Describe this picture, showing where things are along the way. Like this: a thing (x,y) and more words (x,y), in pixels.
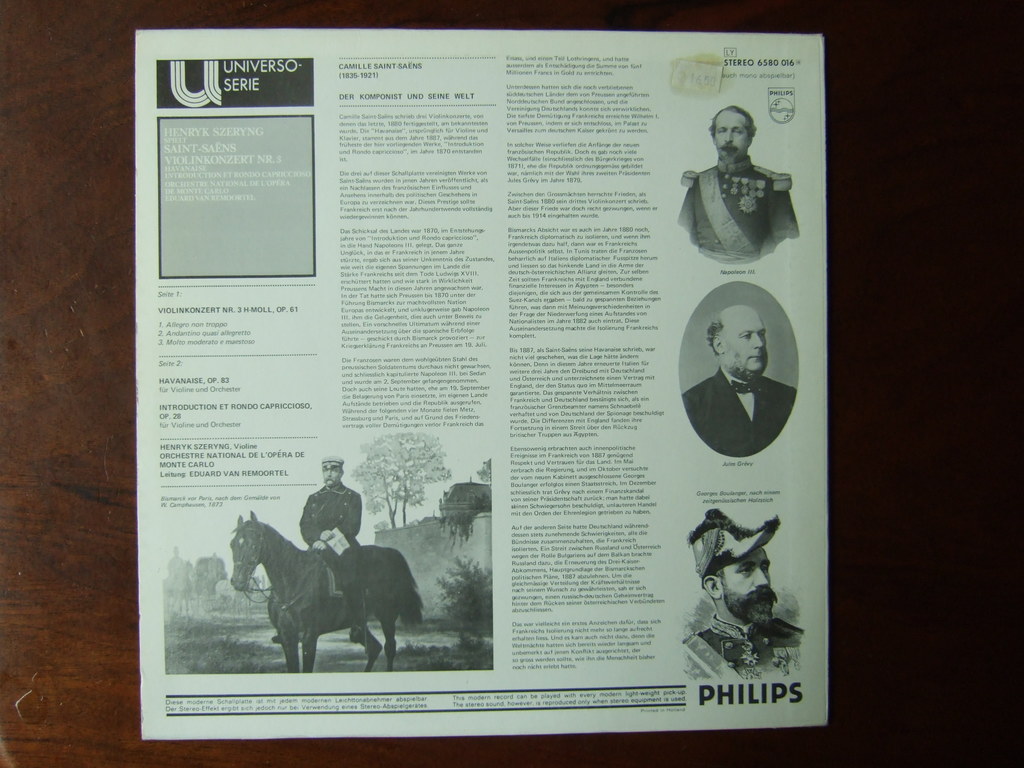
In this image I can see the article (458,432) on the wooden surface (79,142).
